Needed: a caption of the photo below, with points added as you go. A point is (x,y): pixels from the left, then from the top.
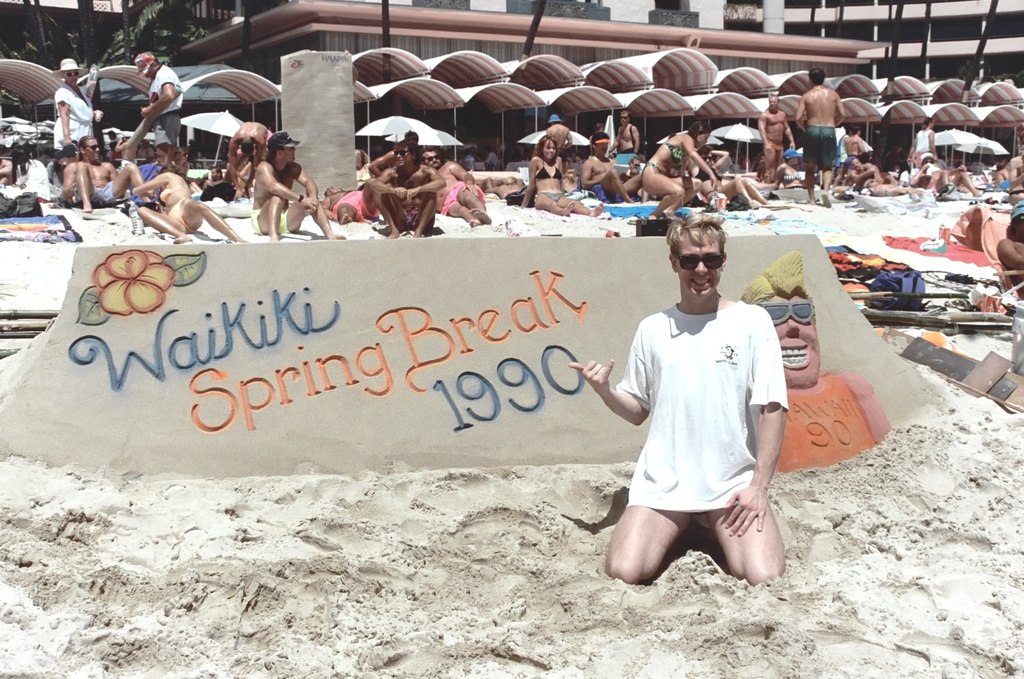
In this picture I can see there is a person (700,395) kneeling on the sand (388,568) and there is something written in the backdrop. There are few people (475,179) lying on the sand (122,220) behind it and there are few trees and a building (449,22) on to right (683,29).
